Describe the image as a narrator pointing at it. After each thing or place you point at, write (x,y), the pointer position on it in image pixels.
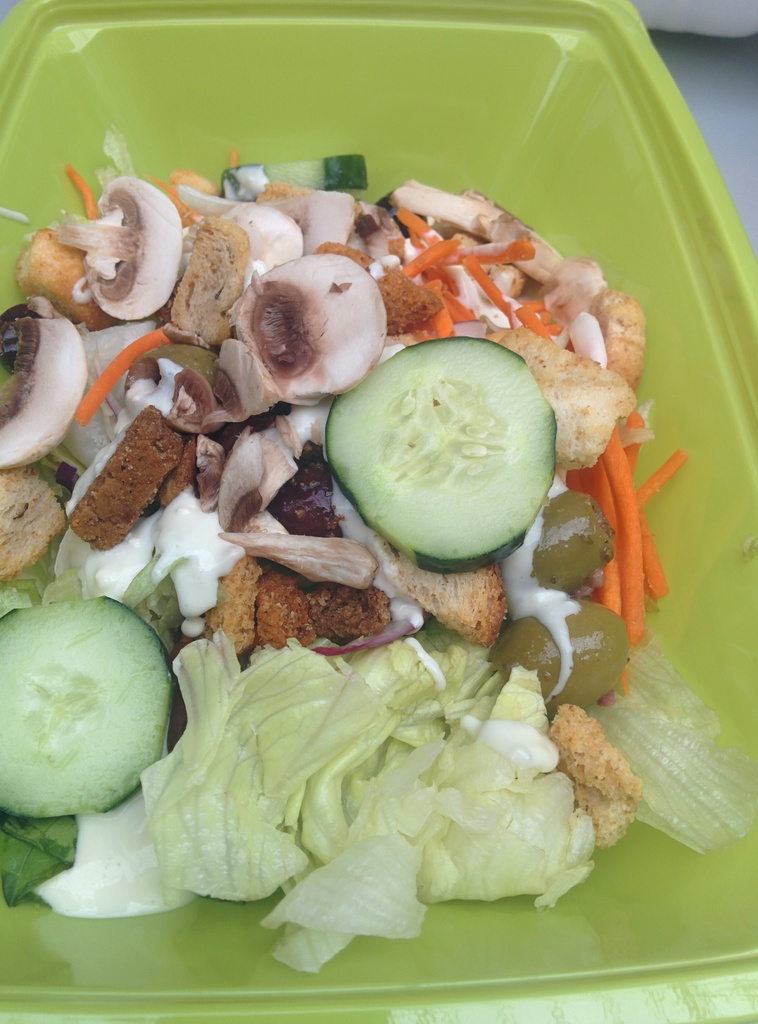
In this picture I can see there is salad (254,572) in the box (103,974) and there are cucumber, carrots (645,486), cabbage (297,800) and mushrooms (346,577) in the box (716,565).
